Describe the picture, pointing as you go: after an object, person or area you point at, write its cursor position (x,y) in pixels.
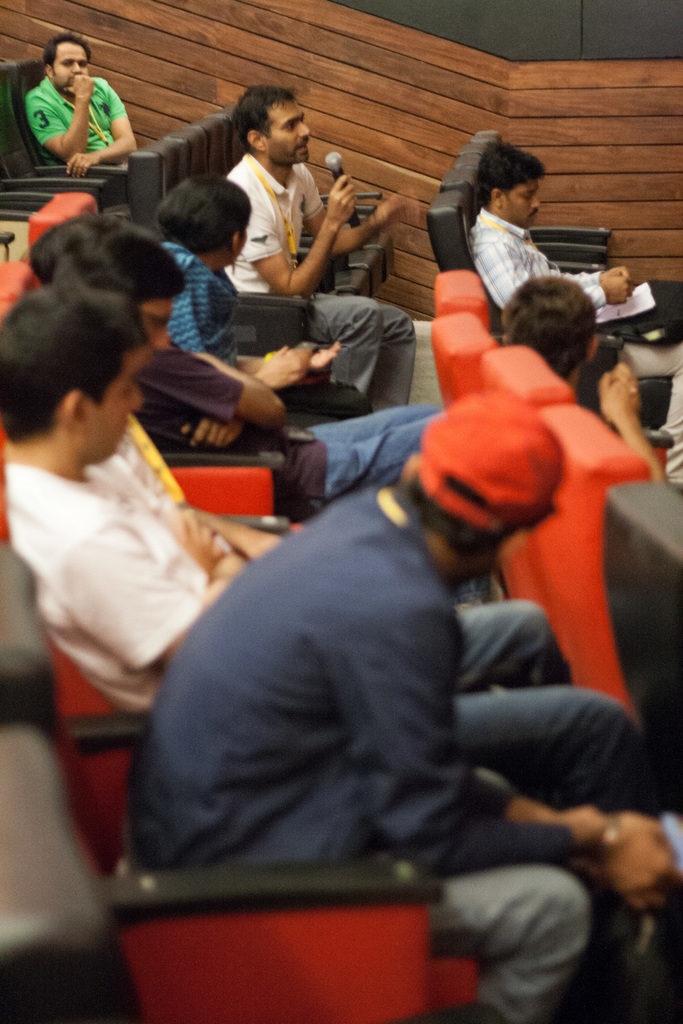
In the center of the image (300,482) we can see a few people (368,447) are sitting on the attached chairs (493,356). And we can see they are in different costumes (337,549). Among them, we can see a few people (317,429) are holding some objects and one person (453,589) is wearing a cap (481,422). In the background (456,69) there is a wall (328,74).
